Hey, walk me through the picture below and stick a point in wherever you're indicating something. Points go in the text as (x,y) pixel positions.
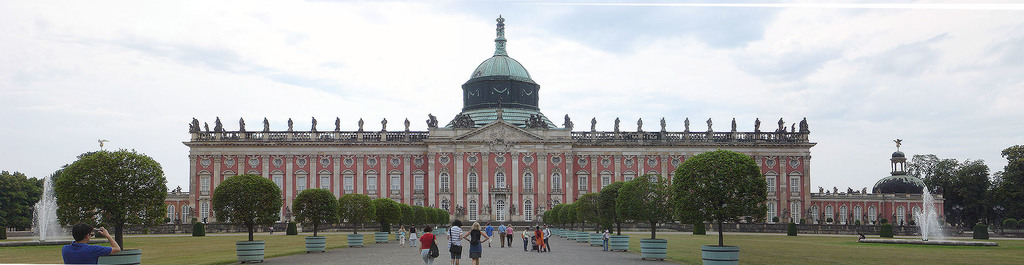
In the picture we can see a palatial building (185,221) with windows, doors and near to it, we can see a path (571,249) and some people (72,252) are walking and standing on it and on the other sides of the path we can see plants (122,203), grass surface (819,242), areas (21,249), and in the background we can see a sky (310,46) with clouds (316,35).
